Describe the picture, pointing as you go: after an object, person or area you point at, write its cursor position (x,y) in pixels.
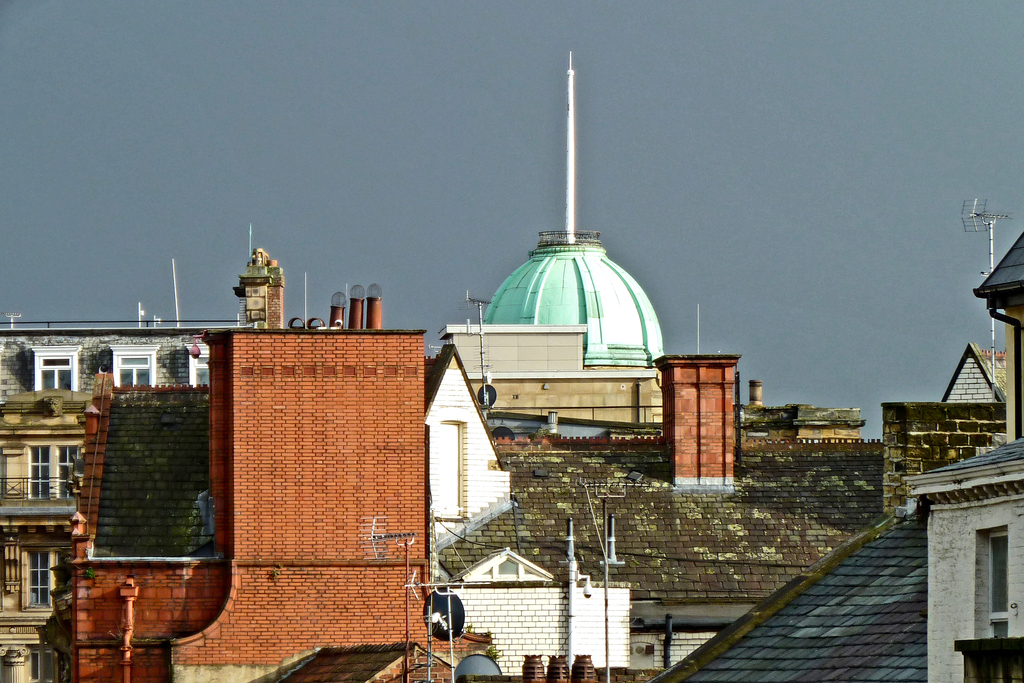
There are many buildings (353,440) with brick wall (244,414), poles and windows (42,479). In the back (550,294) there is a dome shaped building (552,274) with a tower (571,169) on that. In the background (770,154) there is sky (749,123). On the right side (981,205) there is an antenna (967,227).
